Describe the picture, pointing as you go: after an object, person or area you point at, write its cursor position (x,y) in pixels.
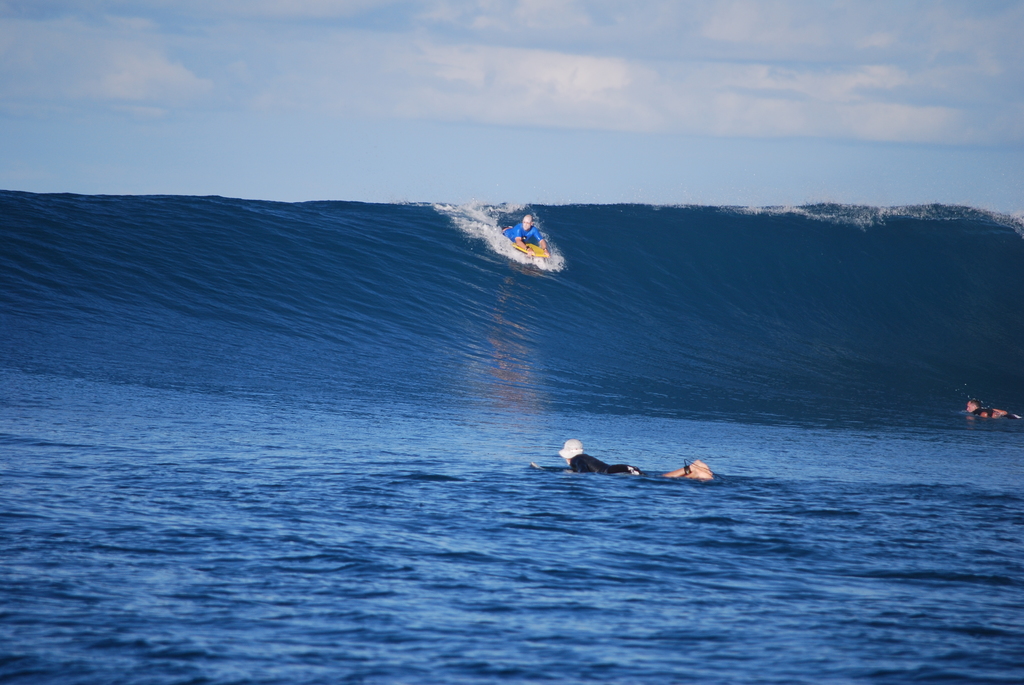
In this picture we can see a man (584,461) wearing black color t-shirt (604,470) is lying on the surfing board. Behind there is a water wave (556,257) and a man (524,219) with blue color t-shirts (538,236) is doing the surfing on the sea water (513,249).
